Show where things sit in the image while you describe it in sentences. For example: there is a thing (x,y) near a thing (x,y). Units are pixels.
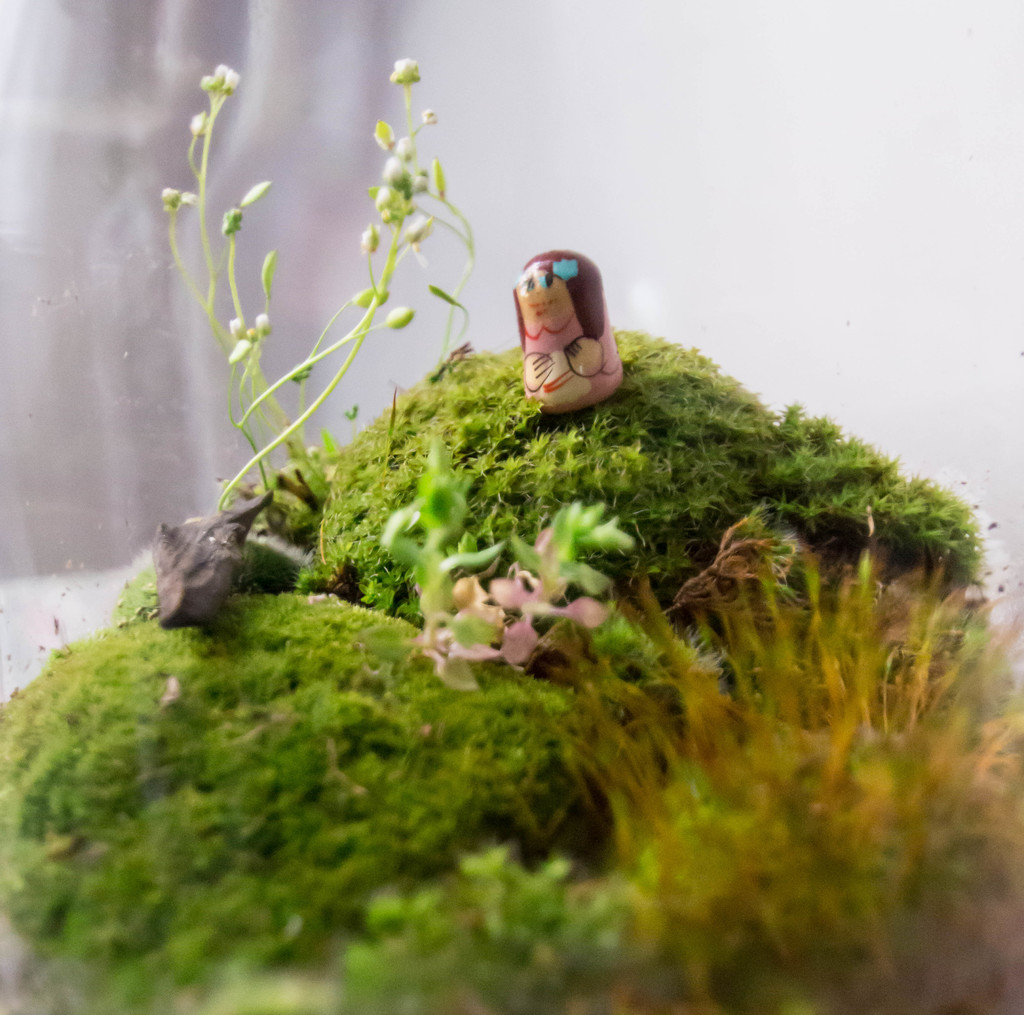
In this picture, we see the grass (353,617) and the herbs (236,349) which have the white buds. In the middle (541,397), we see a toy (554,355) in pink, brown and yellow color. In the background (548,122), it is white in color and it might be a wall (866,308). This picture is blurred in the background (225,383).
